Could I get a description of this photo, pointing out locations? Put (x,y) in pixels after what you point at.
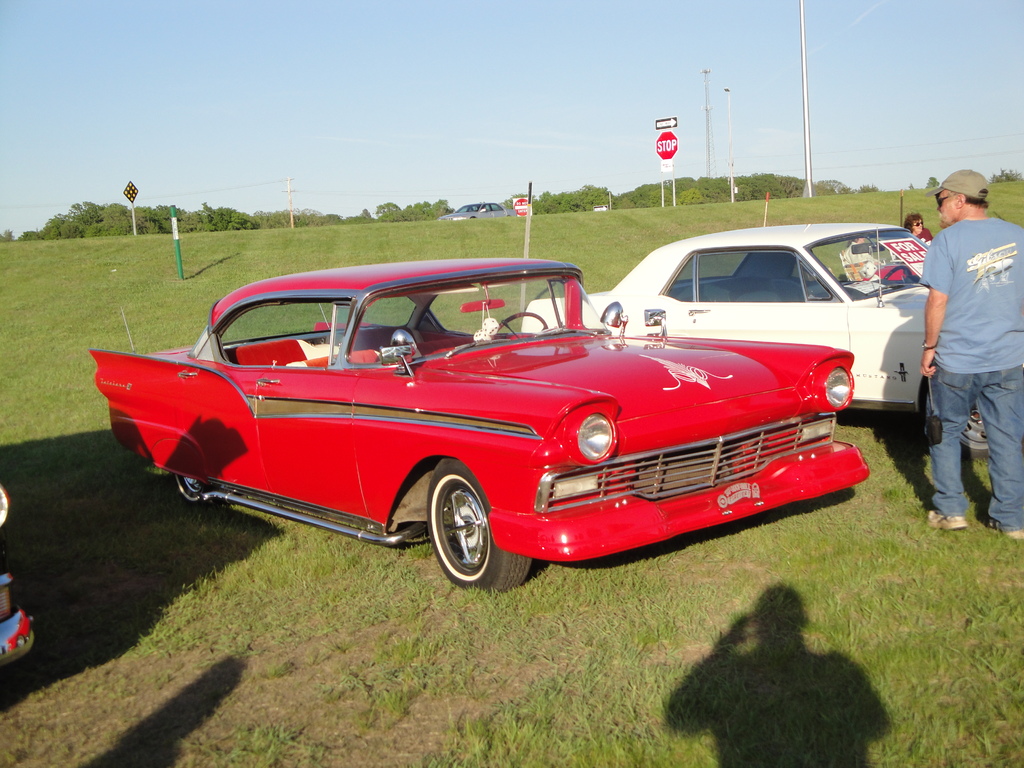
In this image, we can see few vehicles (203,495) are parked on the grass (602,625). On the right side of the image (1004,465), we can see few people (956,343). At the bottom (807,720), we can see humans shadows (859,693). Background (973,133) there are few pole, sign boards (520,202), vehicle (504,206), trees (694,199) and sky (474,156).
